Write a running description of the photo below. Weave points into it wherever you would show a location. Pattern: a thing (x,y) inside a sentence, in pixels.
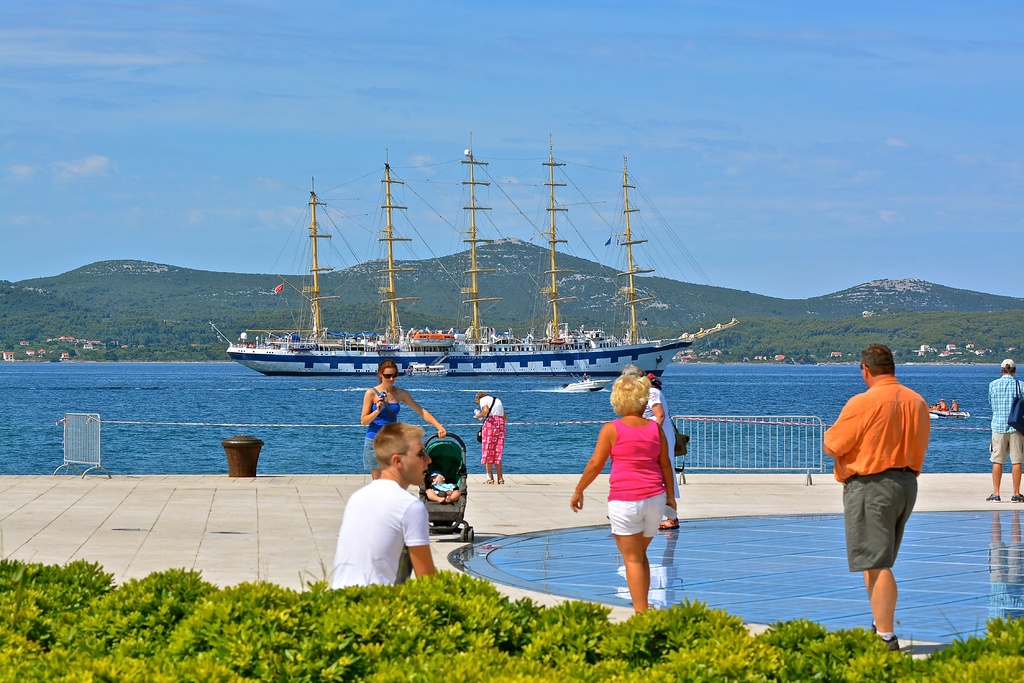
In the foreground (457,495) I can see plants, grass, vehicle (452,511), group of people (490,464) on the floor (327,508). In the background (988,469) I can see fence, ships (377,360) in the water (461,405), houses (756,358), buildings (683,359), trees (258,314), mountains (231,299), boat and the sky (428,133). This image is taken may be during a day.
